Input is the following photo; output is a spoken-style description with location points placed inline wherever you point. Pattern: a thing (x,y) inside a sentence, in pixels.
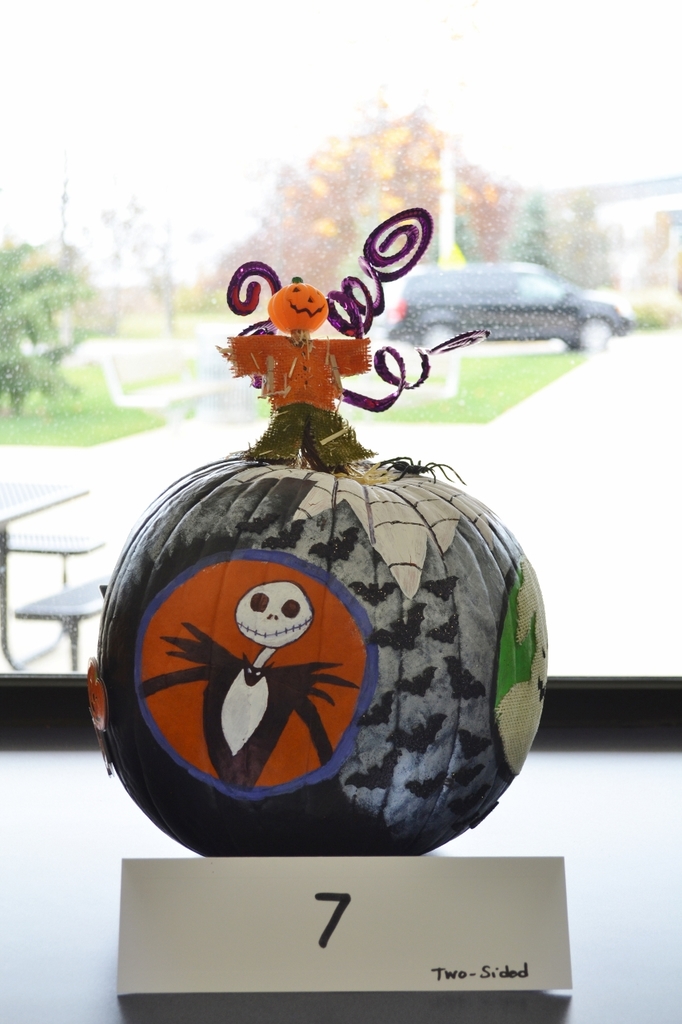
In the picture there is a Halloween pumpkin (313,702) and it is decorated with different paintings (320,524) and there is a doll (317,431) kept on the pumpkin (351,523), there is a card (177,896) kept in front of that and it is written as "7" on the card (307,919), behind the pumpkin (230,676) there is a glass (591,77) and behind the glass (487,319) there is a car (507,319) and few trees (292,265).
